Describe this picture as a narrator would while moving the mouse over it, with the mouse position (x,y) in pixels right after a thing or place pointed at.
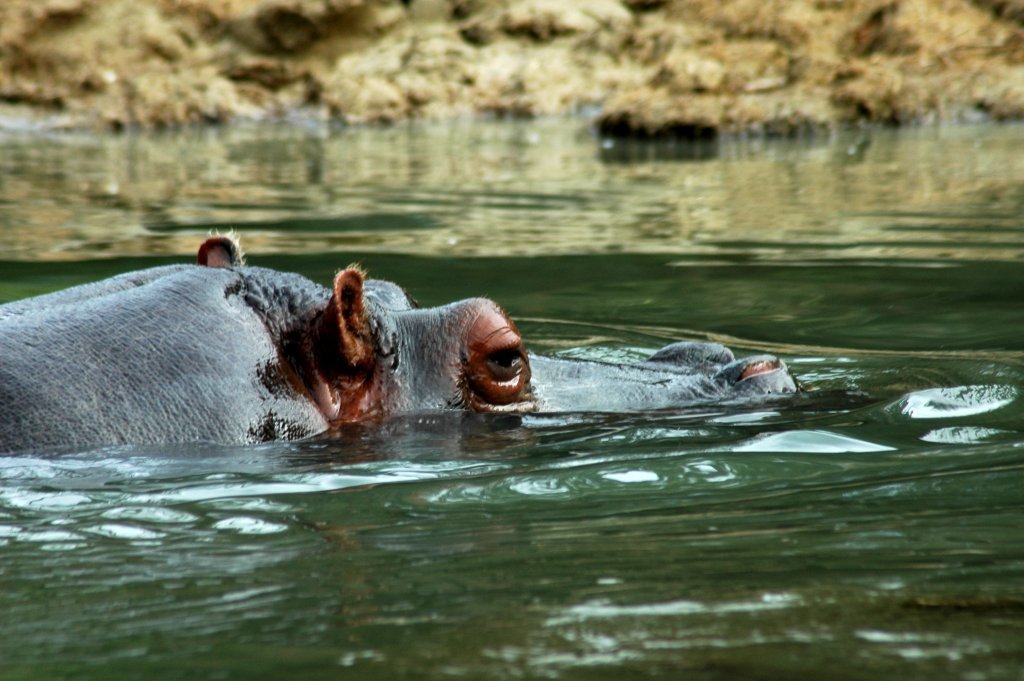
In this picture we can see a hippopotamus (404,396) in water (467,237).
